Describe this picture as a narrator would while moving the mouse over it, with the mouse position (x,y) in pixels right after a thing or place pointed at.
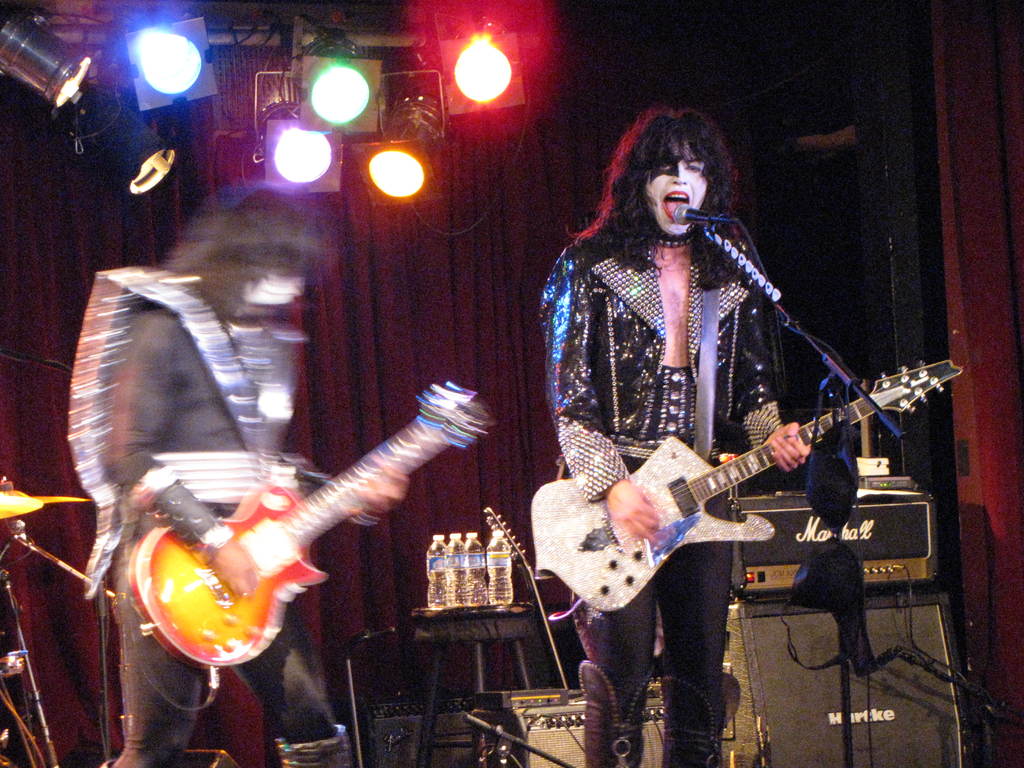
In this picture there are two people (579,390) playing a guitar (249,541). There is a mic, some lights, bottles (463,568) on the table (478,609) and other musical instruments (733,579) at the background (428,621).
